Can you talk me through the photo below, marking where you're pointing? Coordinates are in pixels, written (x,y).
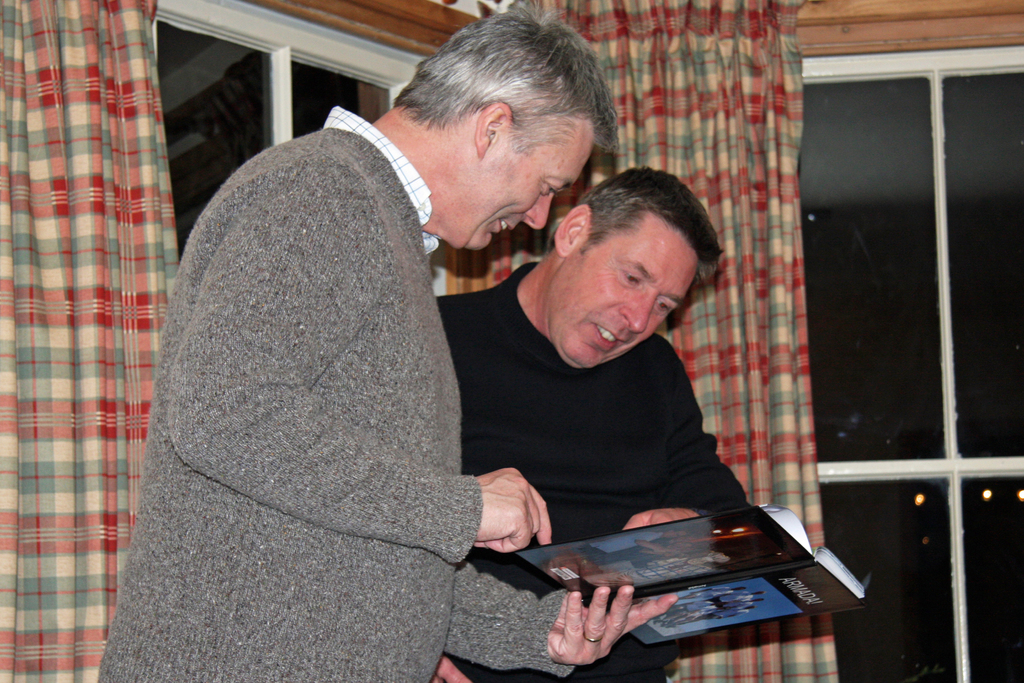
In this image I can see two people (476,446) with different color dresses (423,434). I can see one person (512,539) is holding an object (677,578). In the background (171,218) I can see the curtains (544,232) to the windows (851,266).
